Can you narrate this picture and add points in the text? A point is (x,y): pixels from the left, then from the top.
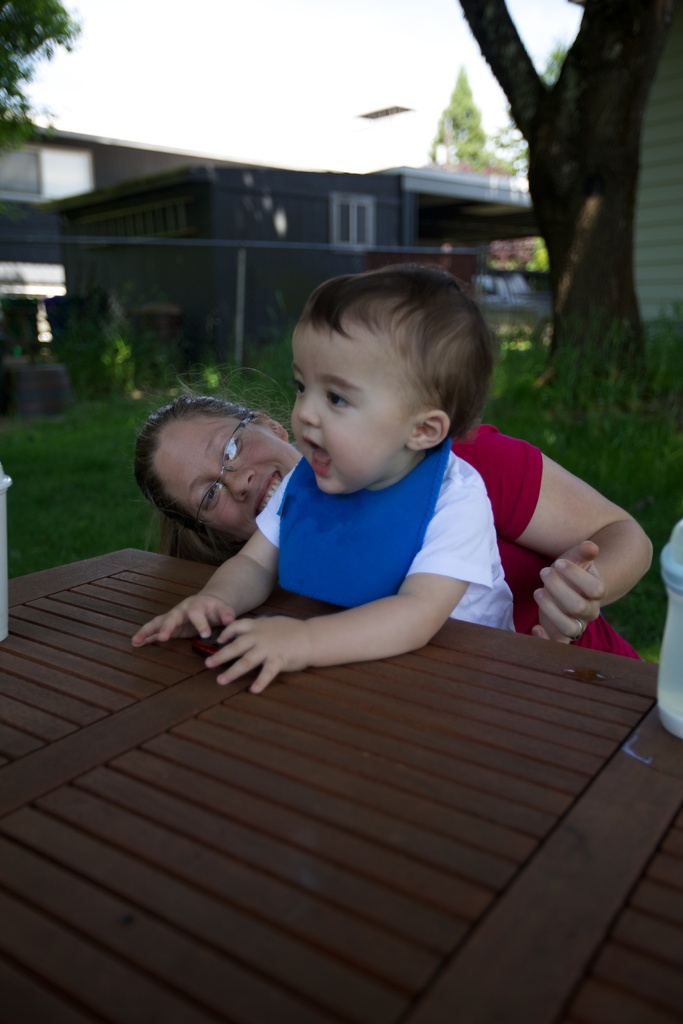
In the image two persons (351,294) are there. In front of them there is a table (422,667), On the table (597,736) there is a bottle (677,699). Behind them there is a grass (533,350) and tree (497,146). In the middle of the image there is a building (180,201). At the top of the image (178,60) there is a sky (249,103).
